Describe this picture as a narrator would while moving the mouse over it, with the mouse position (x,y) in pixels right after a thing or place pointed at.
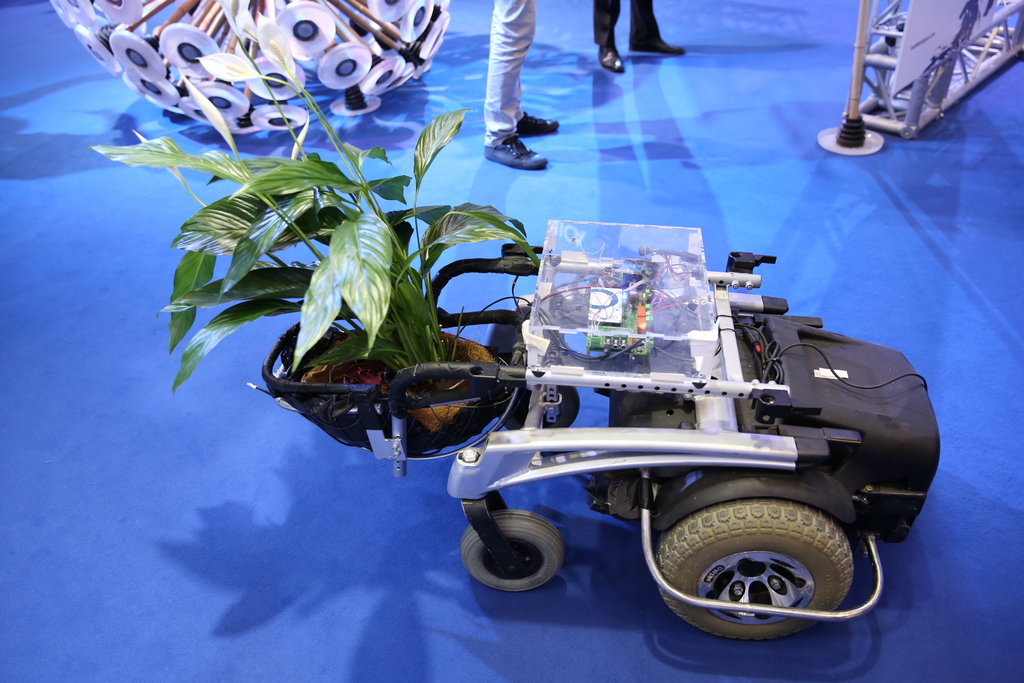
In this image I can see a vehicle (691,436) on the blue colored floor (209,522). I can see a green colored plant (377,308) and in the background (601,9) I can see few persons (601,26) standing and few metal objects (399,43) on the floor (654,62).
